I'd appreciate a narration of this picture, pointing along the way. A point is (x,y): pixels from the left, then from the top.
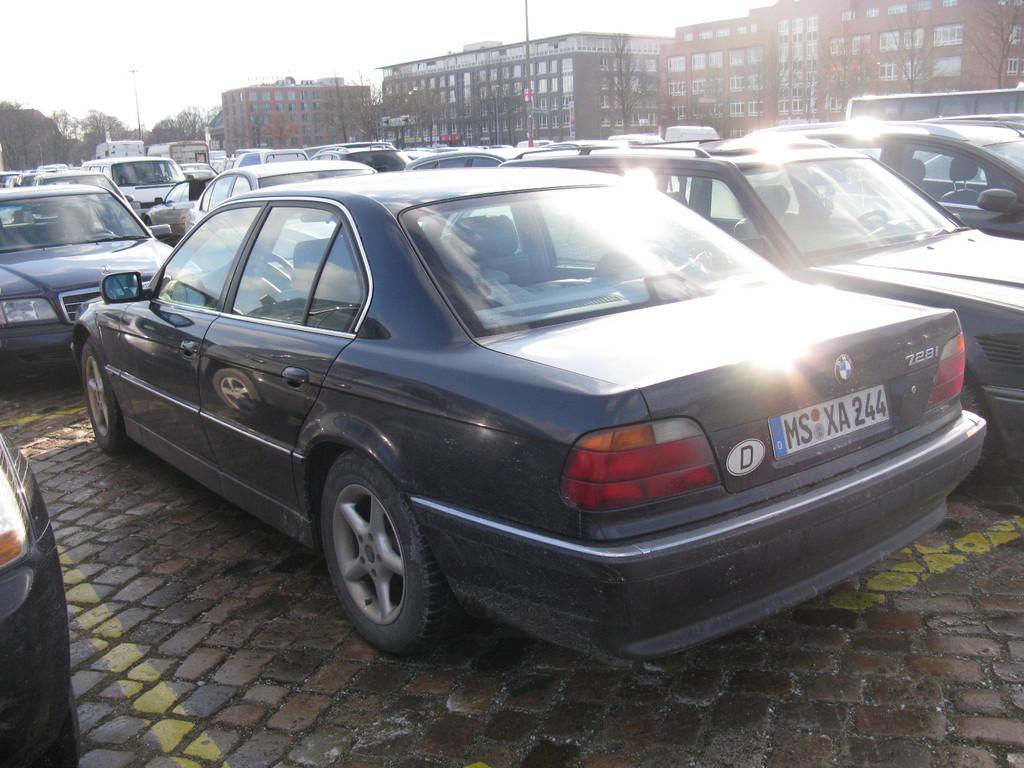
In this picture we can see vehicles (95,344) on the road (440,725), buildings (266,99) with windows (756,75), trees (32,144), poles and in the background (547,11) we can see the sky (201,67).
